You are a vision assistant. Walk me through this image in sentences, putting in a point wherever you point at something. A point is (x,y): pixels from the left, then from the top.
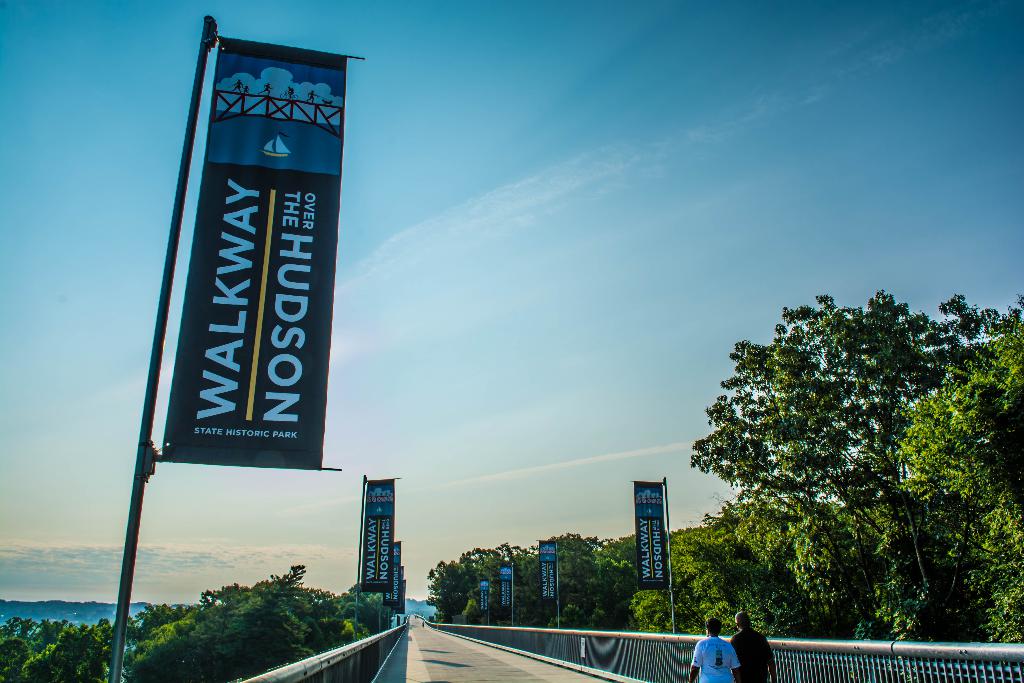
This image is clicked on the road (478,673). On the either sides of the road (420,657) there is a railing (545,651). In the foreground (724,657) there are two persons (718,660) walking the ground (538,672). There are flags (257,324) to the poles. Beside the railing (604,656) there are trees (817,524). At the top (561,130) there is the sky (557,133).
